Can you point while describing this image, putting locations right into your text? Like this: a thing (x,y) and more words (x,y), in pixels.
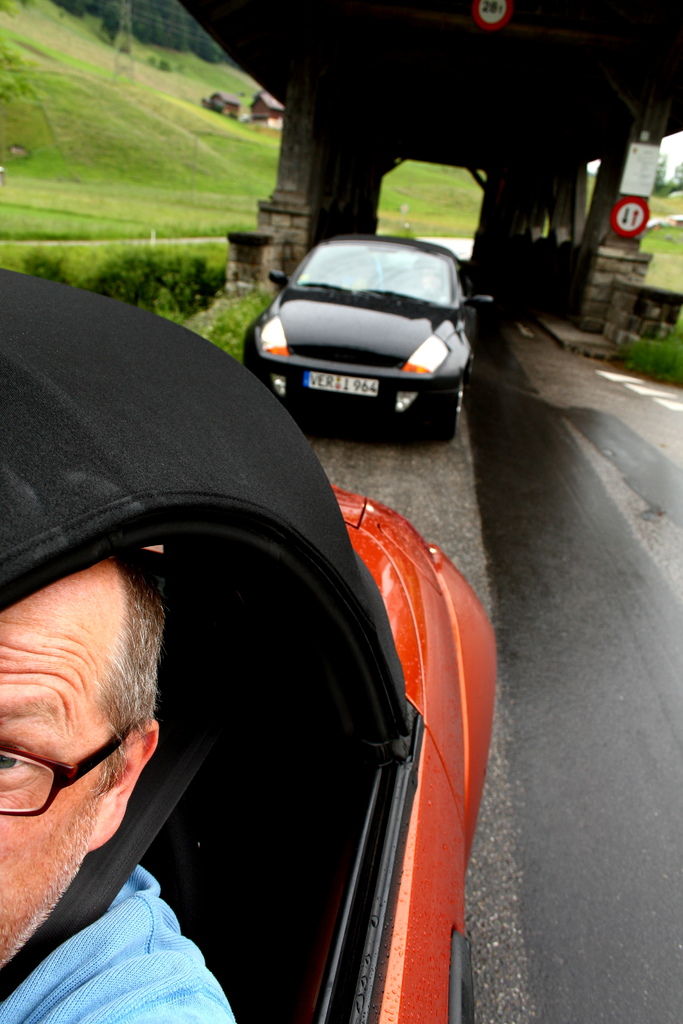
In the foreground of the image (425,621) we can see a car (449,726) in which one person (62,876) is sitting. On the top of the image (269,331) we can see a black color car (466,369) and grass (156,157).
